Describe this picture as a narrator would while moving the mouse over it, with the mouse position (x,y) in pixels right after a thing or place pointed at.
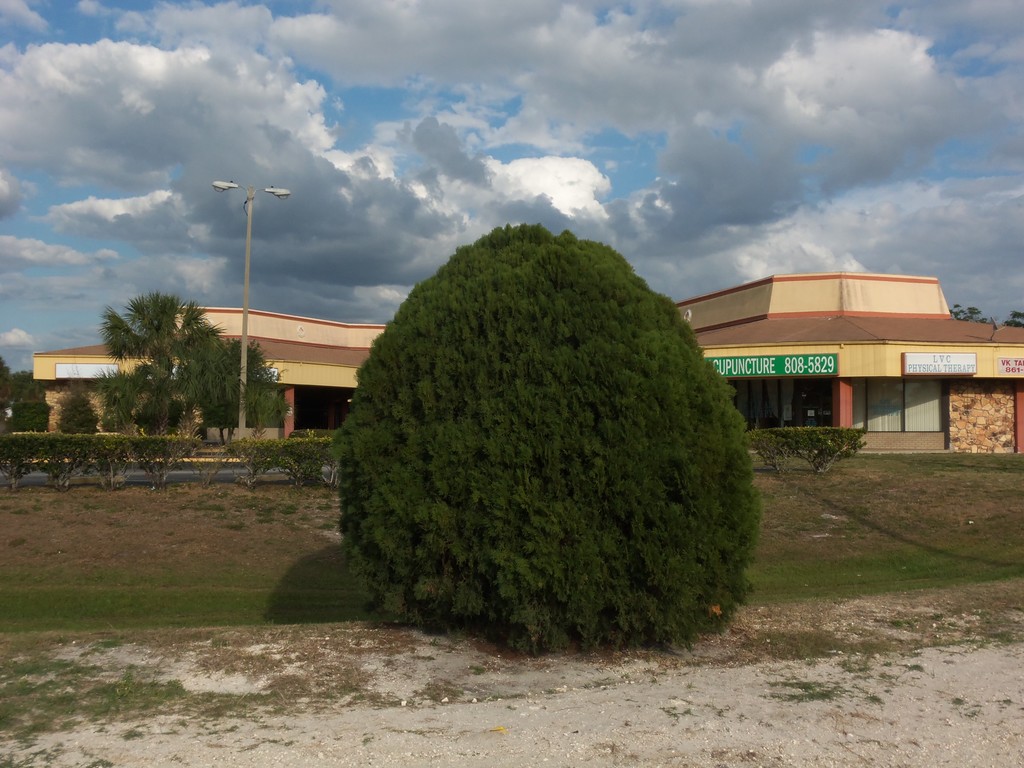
In this picture I can see building (106,351), trees (135,344) and plants (638,522) and I can see boards (790,368) with some text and I can see a blue cloudy sky (405,154) and couple of lights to the pole (250,222).
